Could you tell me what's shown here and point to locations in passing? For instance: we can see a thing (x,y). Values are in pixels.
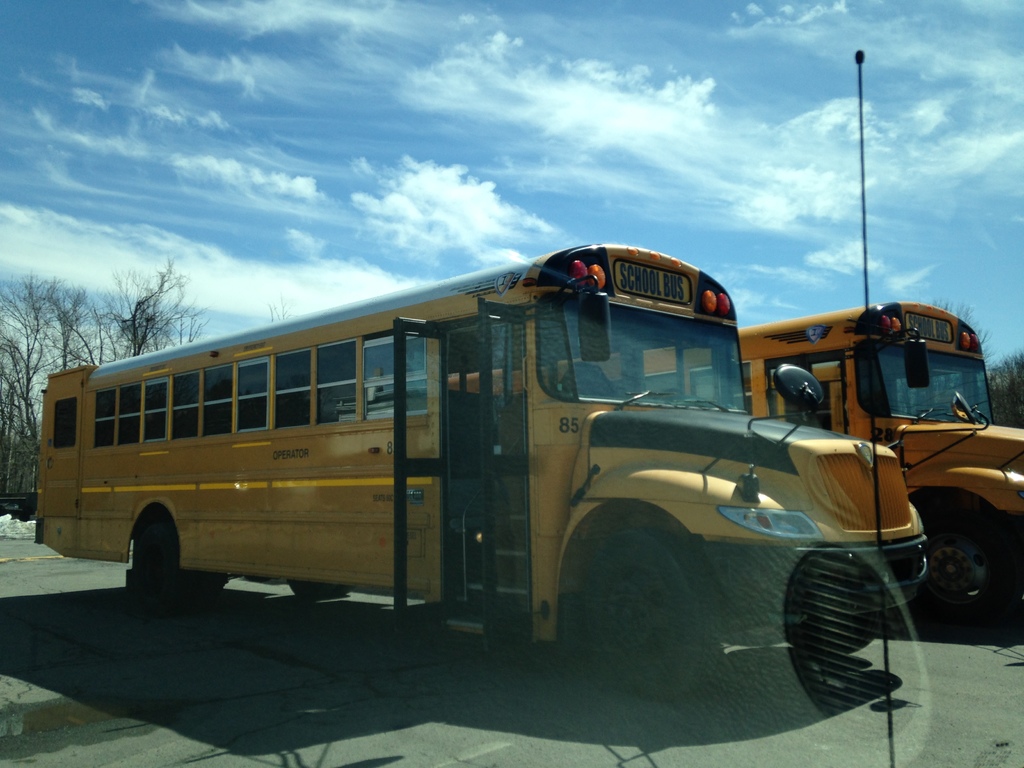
In this image there are buses (306,479) on a road (727,628), in the background (85,356) there are trees (142,341) and blue sky (451,227).
